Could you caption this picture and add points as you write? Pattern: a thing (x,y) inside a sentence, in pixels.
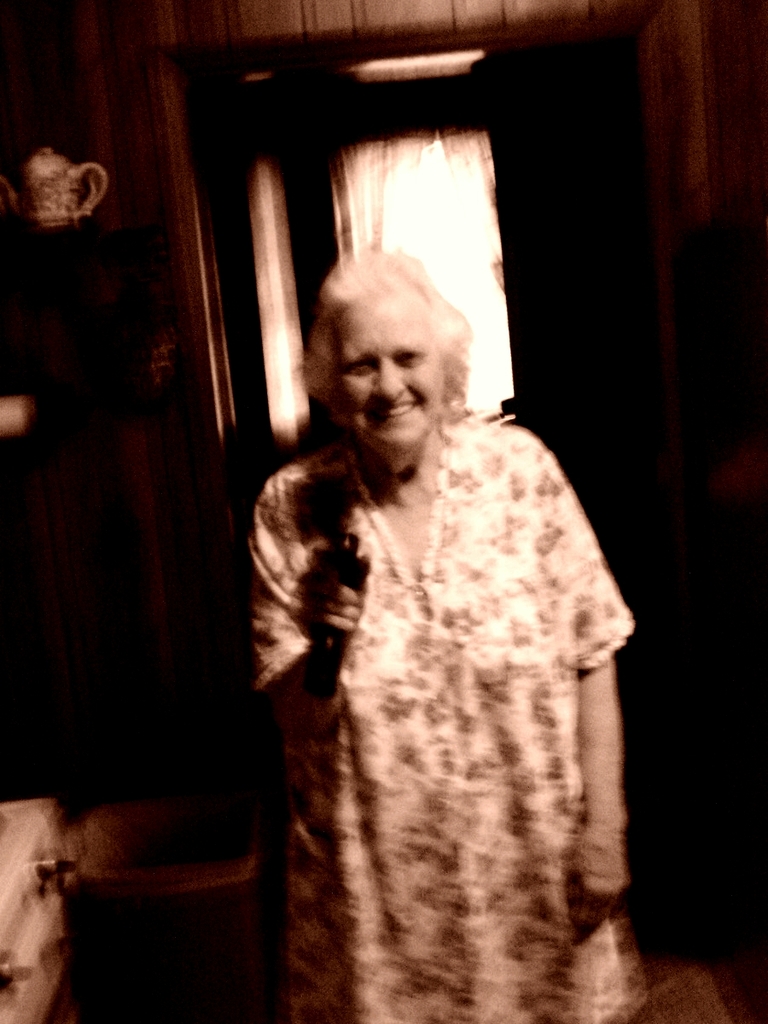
Here we can see a woman (345,624) holding an object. There is a kettle (57,178) and a window (377,167). There is a dark background (58,31).
